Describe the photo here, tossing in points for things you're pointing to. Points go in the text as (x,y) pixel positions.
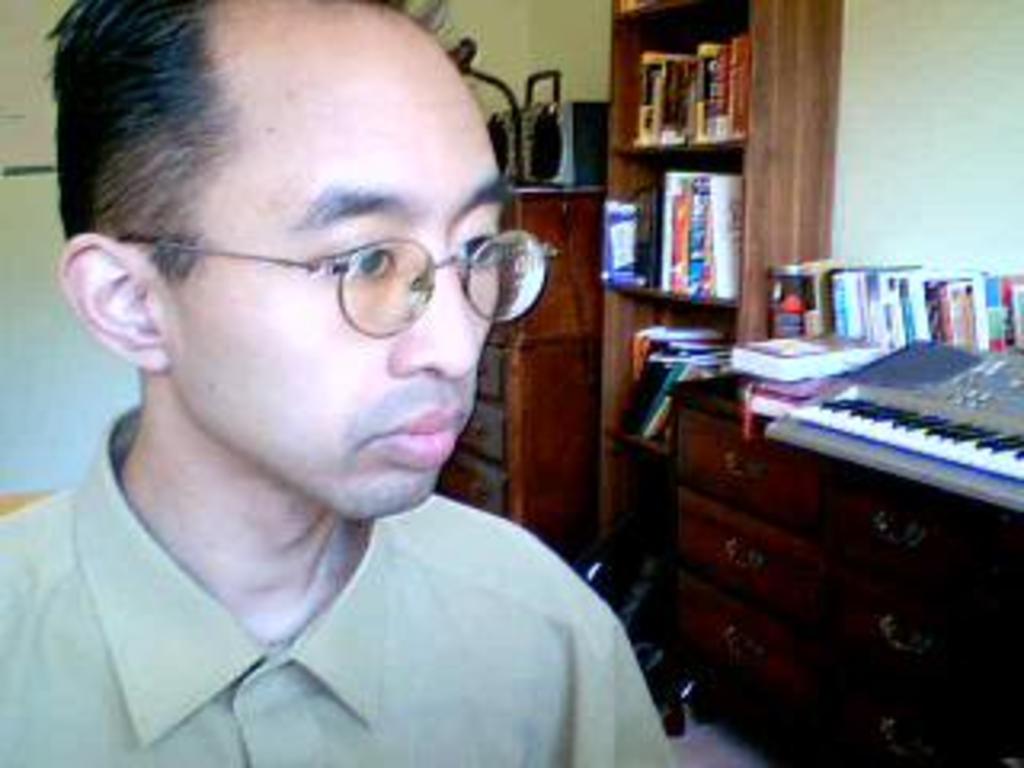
In this image we can see a man (304,418). In the background (827,354) we books (658,356) and cupboards (672,457).
